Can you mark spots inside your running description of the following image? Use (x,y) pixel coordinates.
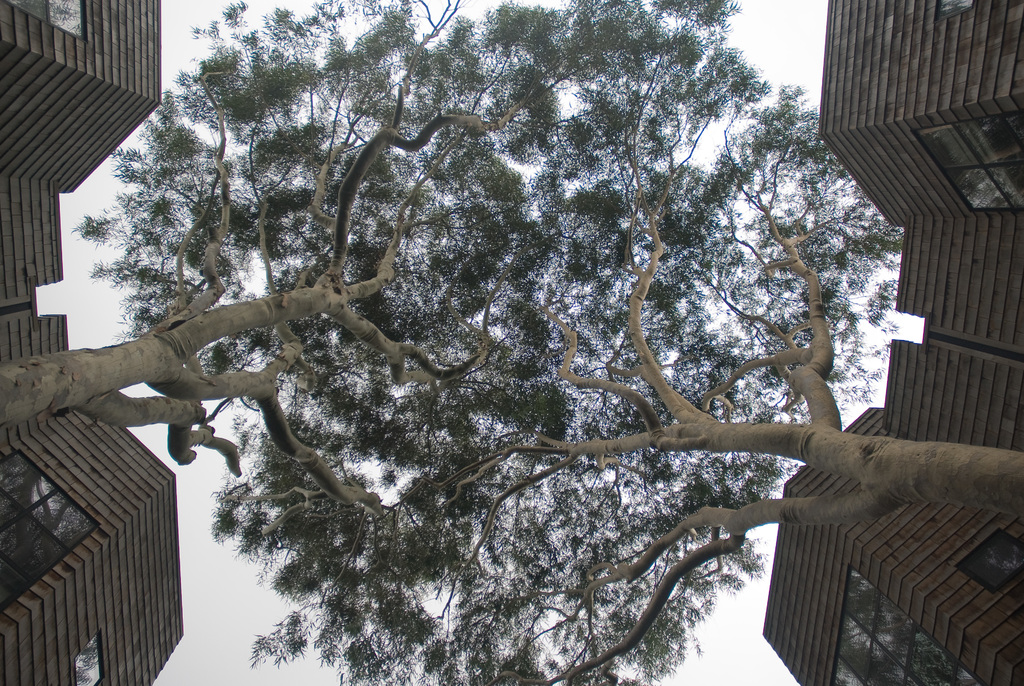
On the left (131,443) and right side of the image (967,623) we can see few buildings (10,160) and we can find few trees (458,410).
